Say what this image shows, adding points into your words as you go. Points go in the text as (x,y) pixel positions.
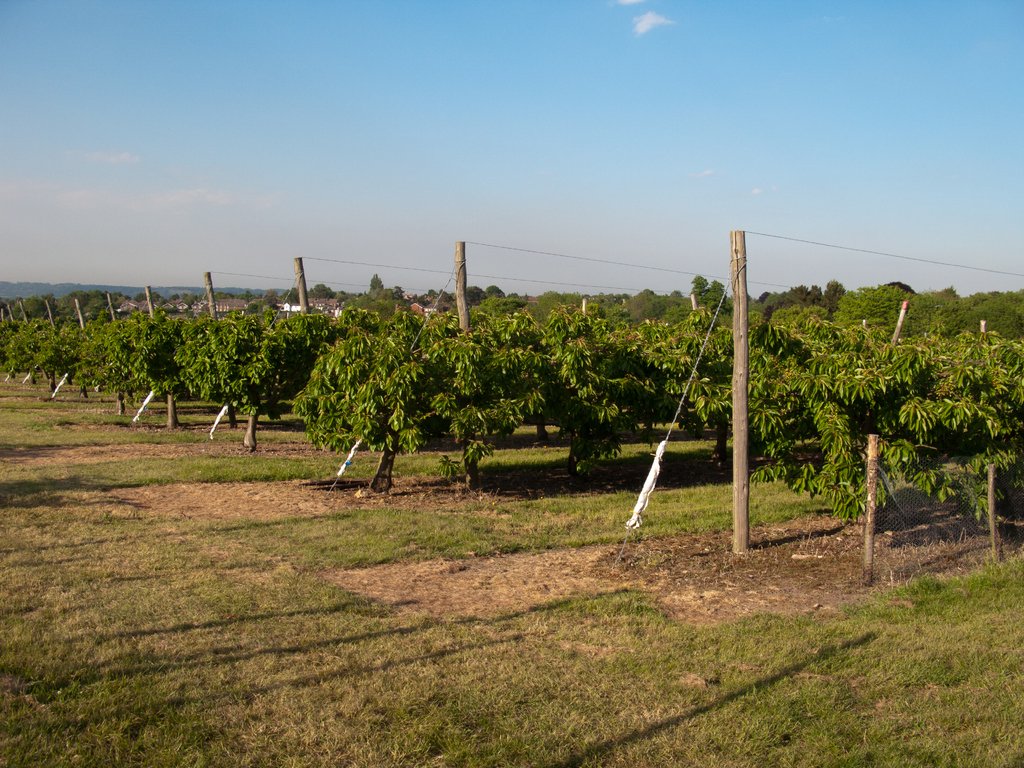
In this picture there is a greenery ground (310,625) and there are few plants (511,358) and wooden sticks (742,349) in front of it and there are trees (761,318) and buildings (420,303) in the background (270,293).
